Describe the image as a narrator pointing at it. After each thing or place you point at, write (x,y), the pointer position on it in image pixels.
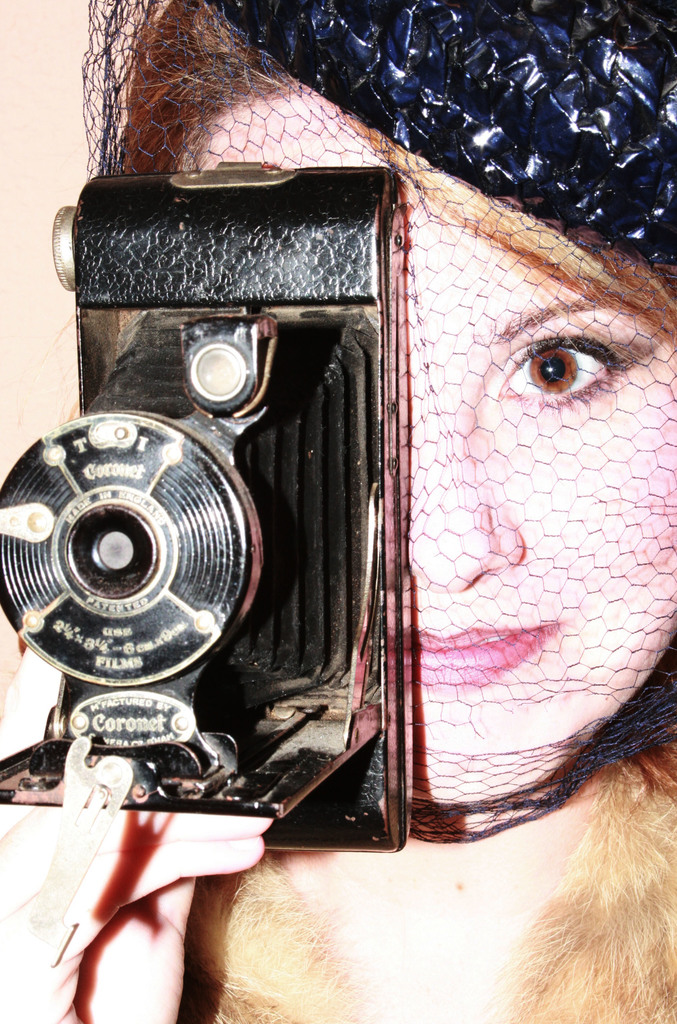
This is the picture of a lady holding a camera (46,627) in her right hand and covering her right eye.
